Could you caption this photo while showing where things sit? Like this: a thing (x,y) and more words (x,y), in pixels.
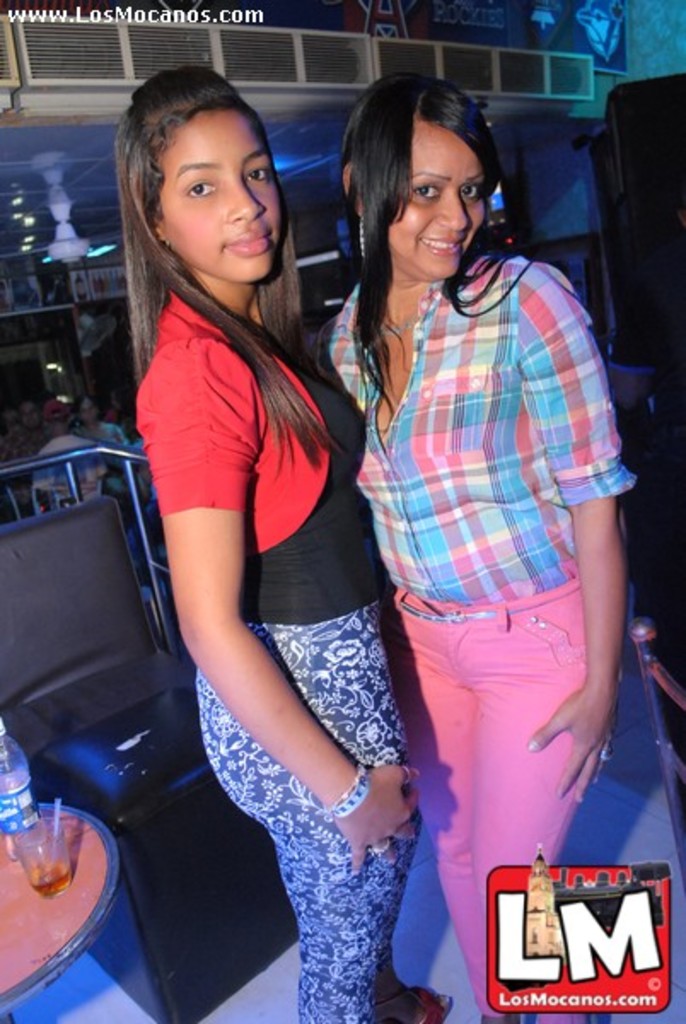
In this picture we can see two women (336,578) are taking picture, side there is a glass (42,822) and bottle (15,813) are placed on the table (86,843), behind we can see some people (27,440) are sitting on the chairs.
